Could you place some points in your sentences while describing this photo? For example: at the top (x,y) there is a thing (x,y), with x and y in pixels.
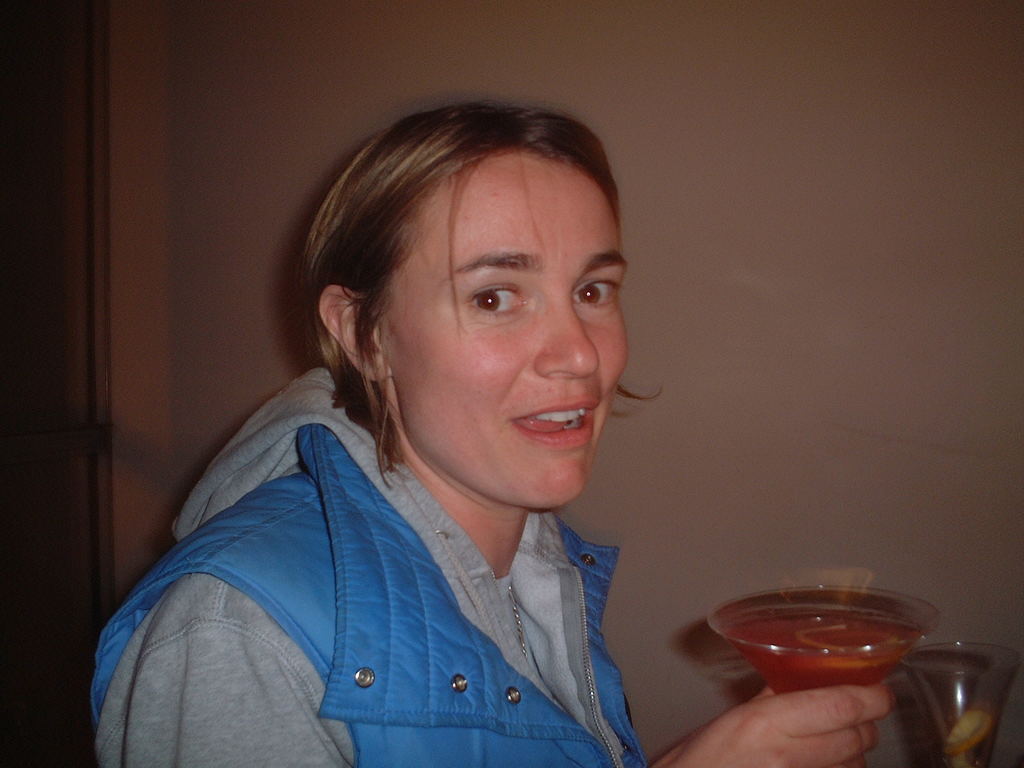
In this picture we can see a woman (453,466), she is holding a glass (771,600) in her hand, and we can see drink (830,632) in the glass (805,614).
